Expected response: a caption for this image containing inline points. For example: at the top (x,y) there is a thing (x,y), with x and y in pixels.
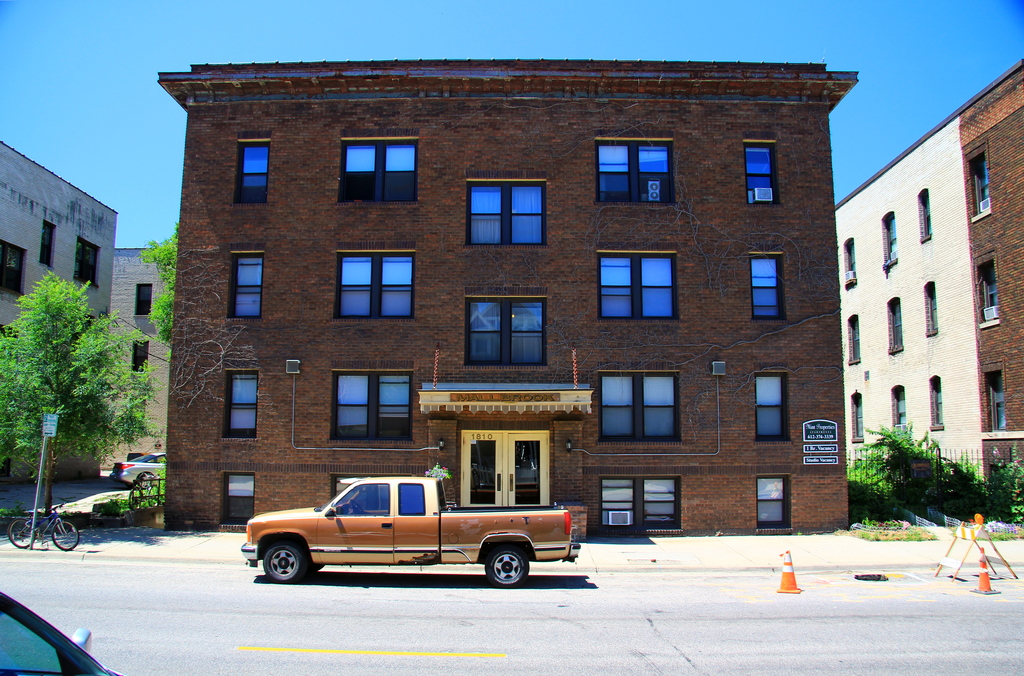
In this image there are vehicles (474,547) on a road (324,614), beside the road (42,574) there is a footpath (644,548), on that footpath (80,545) there is a bicycle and a pole (34,531), in the background (558,183) there are buildings (414,314), trees (58,383) and a sky (898,71).
